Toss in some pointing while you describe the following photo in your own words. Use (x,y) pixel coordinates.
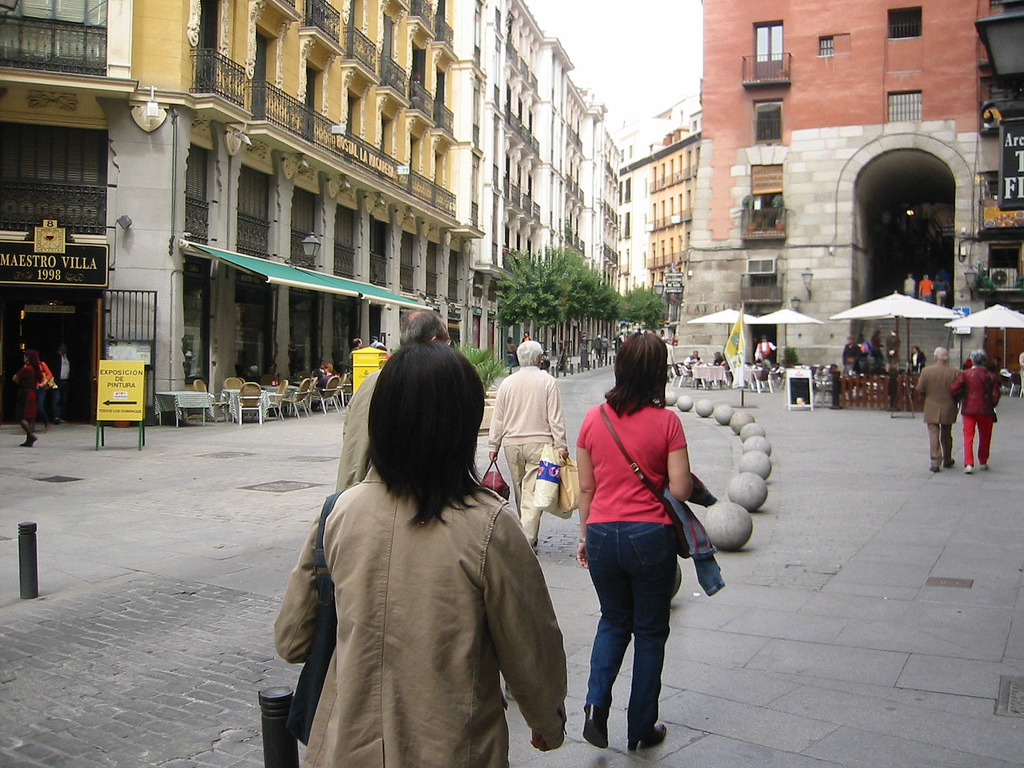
A woman (428,575) is walking on the footpath (681,756), she wore a coat (448,671). On the right side (762,332) there are umbrellas (892,296) and also buildings (838,174).
